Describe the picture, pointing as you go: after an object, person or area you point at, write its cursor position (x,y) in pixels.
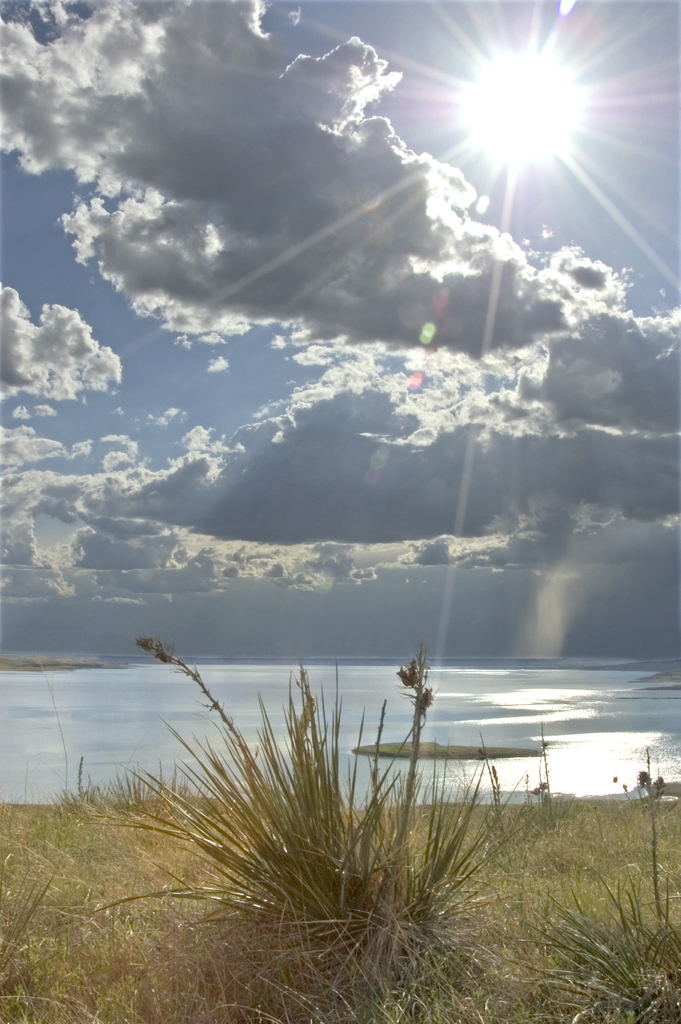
In this image at the bottom (370,902) there is grass (486,933) and some plants (425,858), and in the background (602,696) there is a river (553,698) and at the top (303,183) there is sky (388,189) and sun (522,87).
